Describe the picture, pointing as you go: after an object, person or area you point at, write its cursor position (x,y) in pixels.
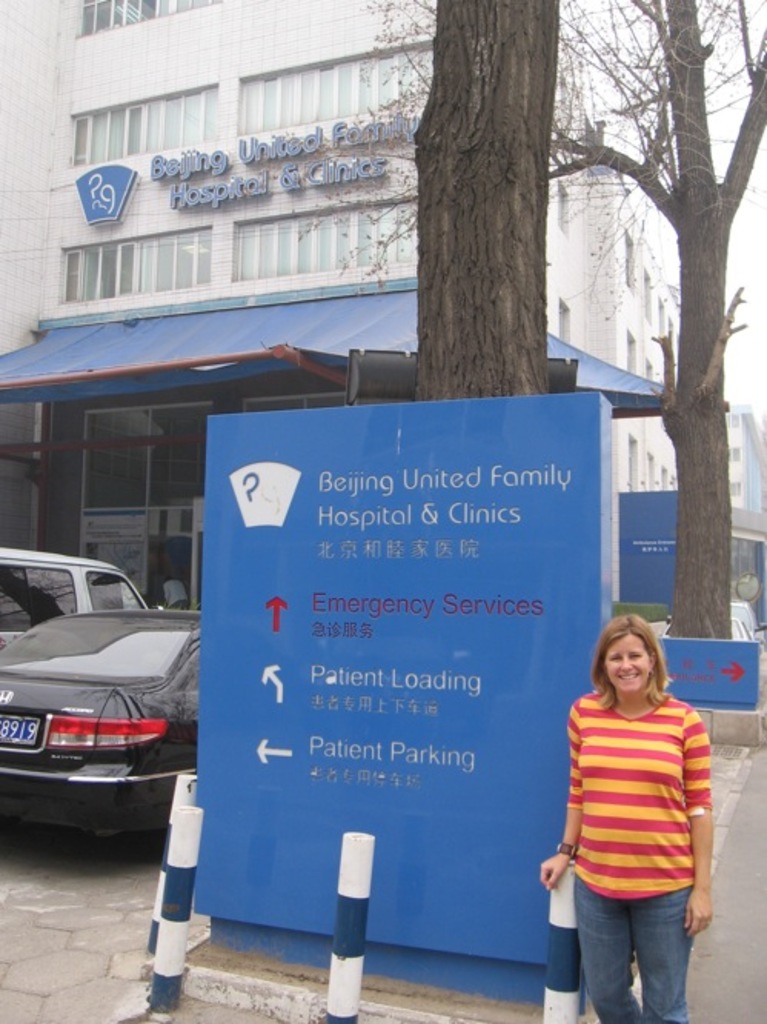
In the bottom right corner of the image (708,810) a woman (608,1017) is standing and smiling. Behind her there is a sign board (559,454). Behind the sign board (429,416) there are some trees (725,483) and vehicles (762,639) and buildings (5,155).
